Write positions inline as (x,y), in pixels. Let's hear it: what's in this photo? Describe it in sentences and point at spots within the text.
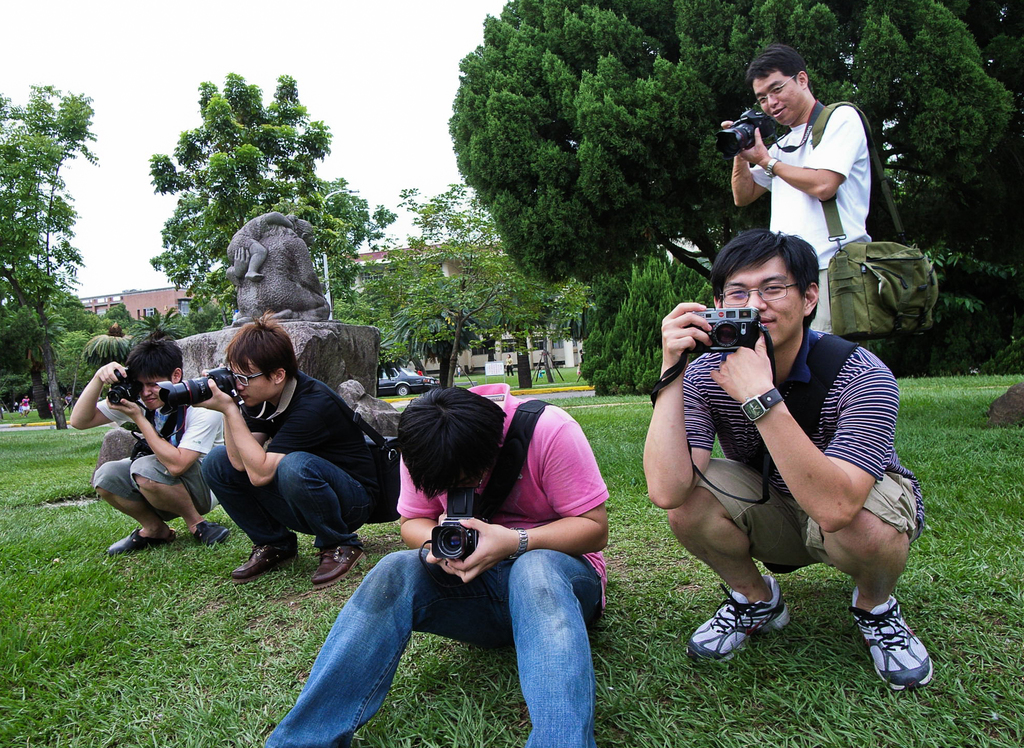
In this image there are people (513,493) holding cameras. At the bottom (272,696) there is grass (303,575). In the background (62,167) there are trees (423,309), buildings (111,308) and sky (329,178). We can see a sculpture (311,312) and there is a car (422,384). There are some people (26,410) standing.
